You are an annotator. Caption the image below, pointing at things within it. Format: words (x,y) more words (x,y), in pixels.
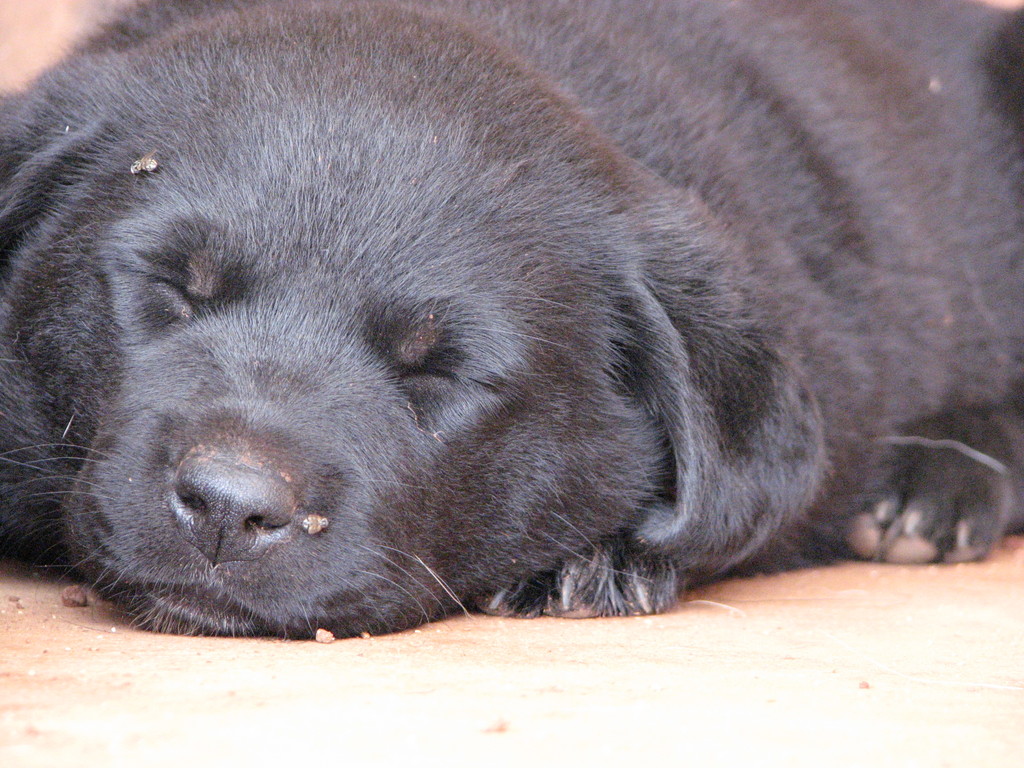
In this picture I can see a dog (430,593) laying on the ground (260,698).
